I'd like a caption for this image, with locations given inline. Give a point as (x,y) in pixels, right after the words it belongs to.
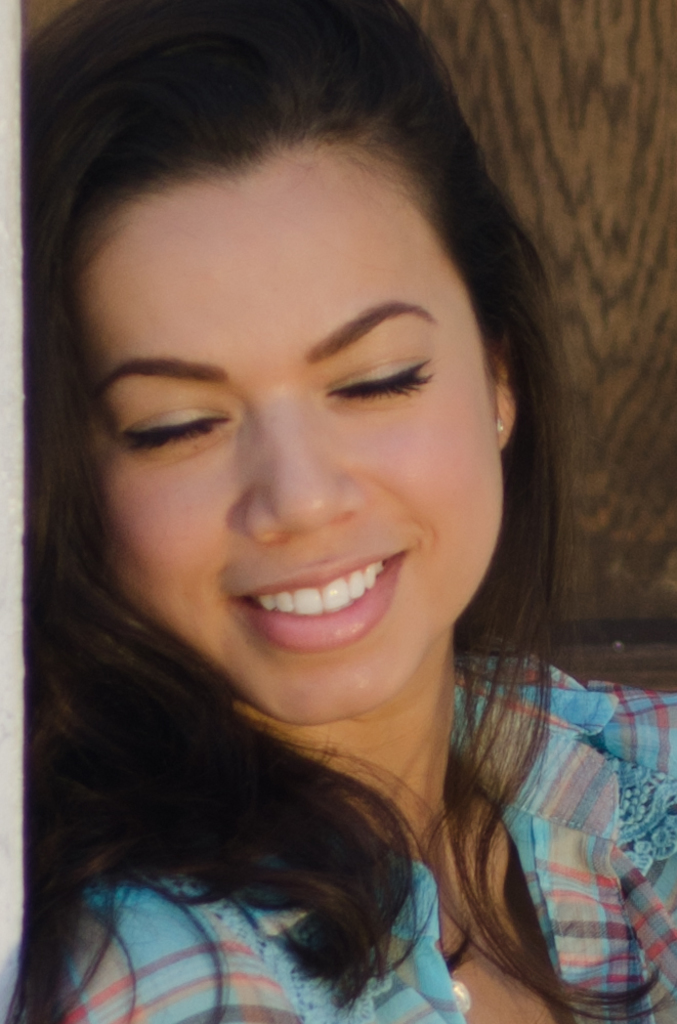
In the center of the image (256,415) we can see a lady (251,691) is smiling and wearing a shirt (524,810). In the background of the image (642,119) we can see the wall (632,39).
